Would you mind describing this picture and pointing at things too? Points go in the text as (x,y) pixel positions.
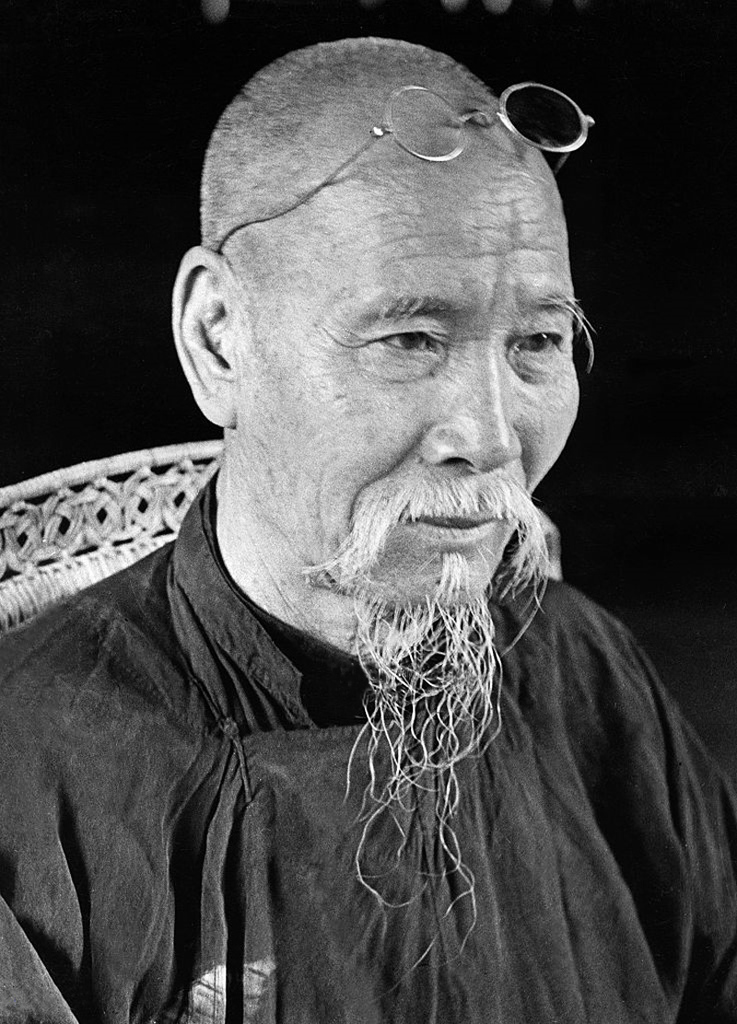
In this image there is a person (261,561) sitting on the chair (197,473), the background (292,20) is dark.
